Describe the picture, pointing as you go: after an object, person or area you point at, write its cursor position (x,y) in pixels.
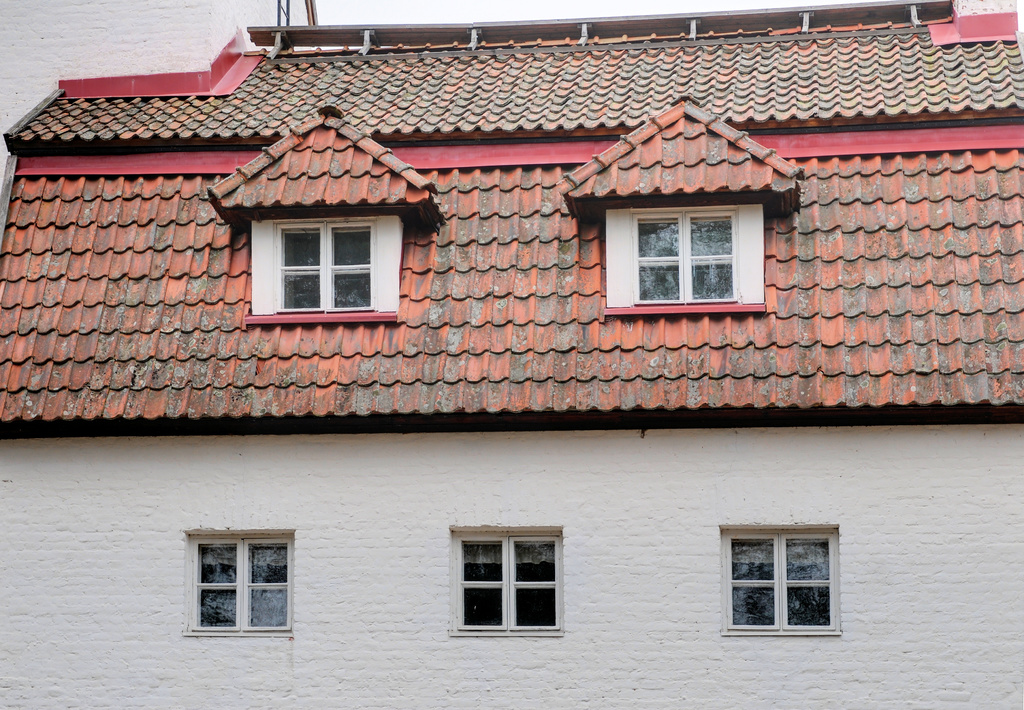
We can see roof top (487,323), wall (357,541) and windows (252,579).
